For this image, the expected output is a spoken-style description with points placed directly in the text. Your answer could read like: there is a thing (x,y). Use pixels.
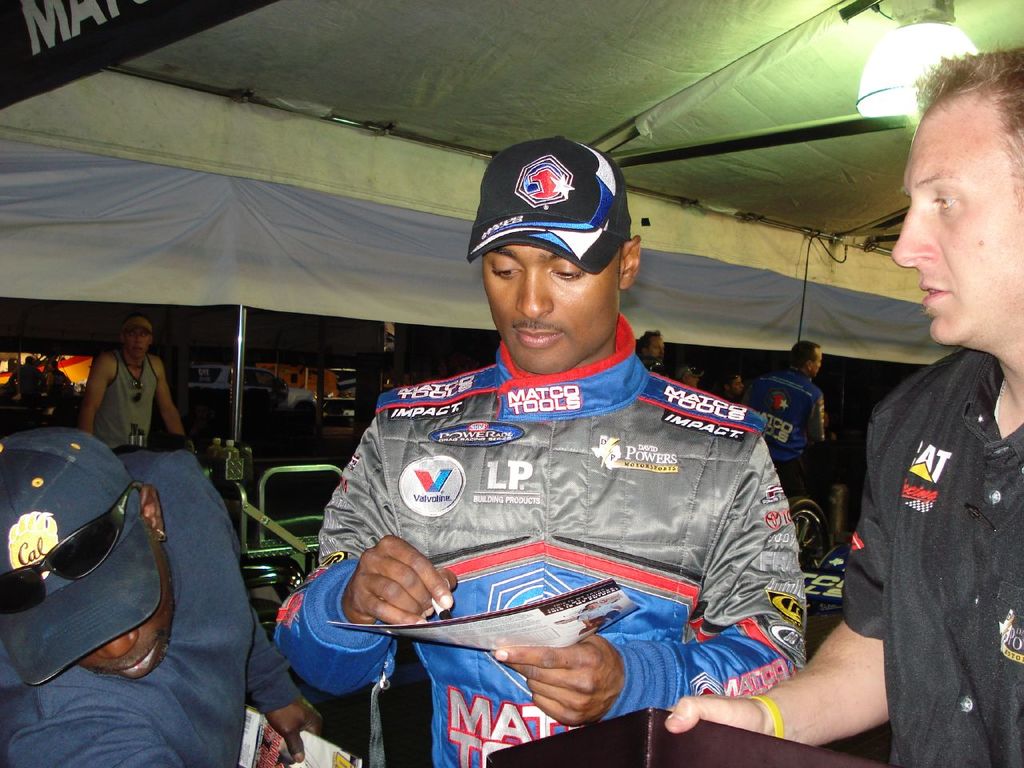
In this image we can see a few people (431,400), two of them are holding papers (263,725), one person (472,544) is holding a pen (444,615), there is a light (927,62), railing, there is a vehicle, and a tent (146,23), also we can see some text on the tent (86,107).
